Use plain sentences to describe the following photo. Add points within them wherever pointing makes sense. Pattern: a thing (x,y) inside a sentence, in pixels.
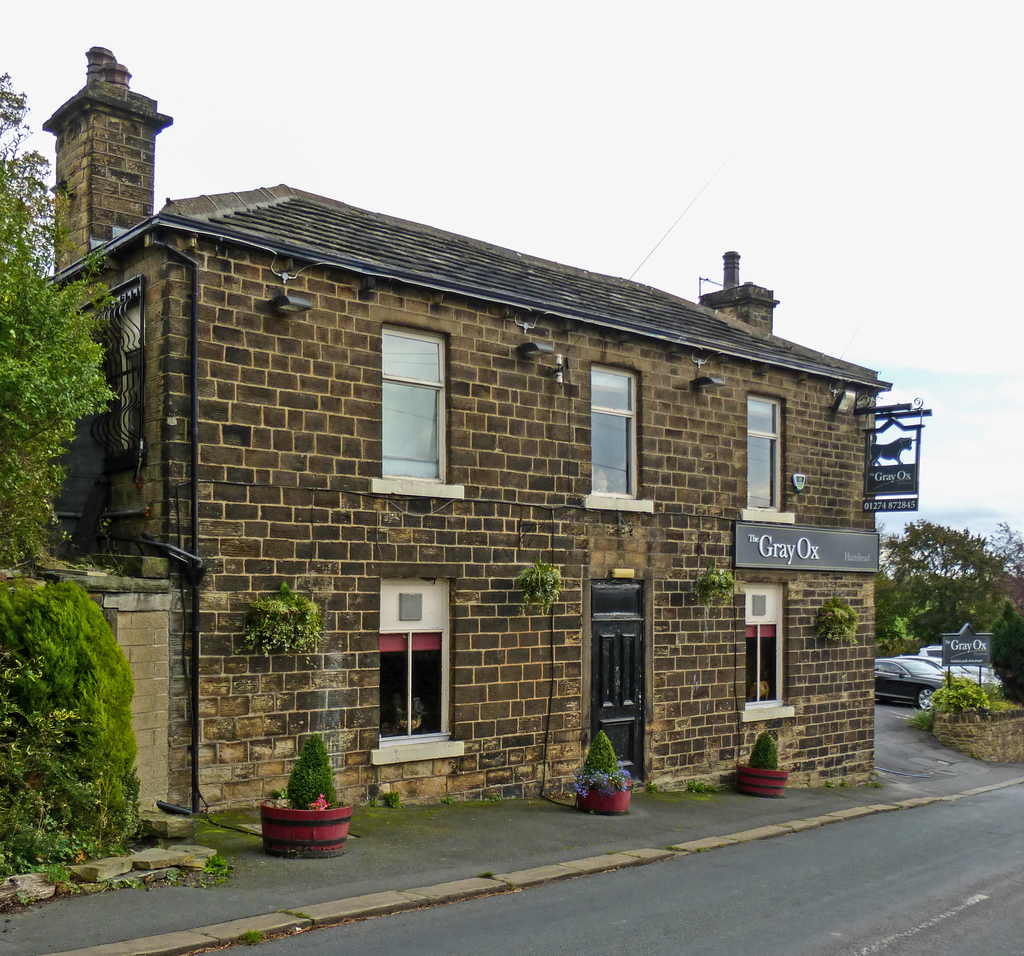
In this picture I can observe a building (286,536) in the middle of the picture (436,340). In front of the building (469,438) there is a road (668,927). On the right side (901,679) I can observe cars (922,674) parked in the parking lot (925,670). In the background (503,160) there is sky (573,160).
